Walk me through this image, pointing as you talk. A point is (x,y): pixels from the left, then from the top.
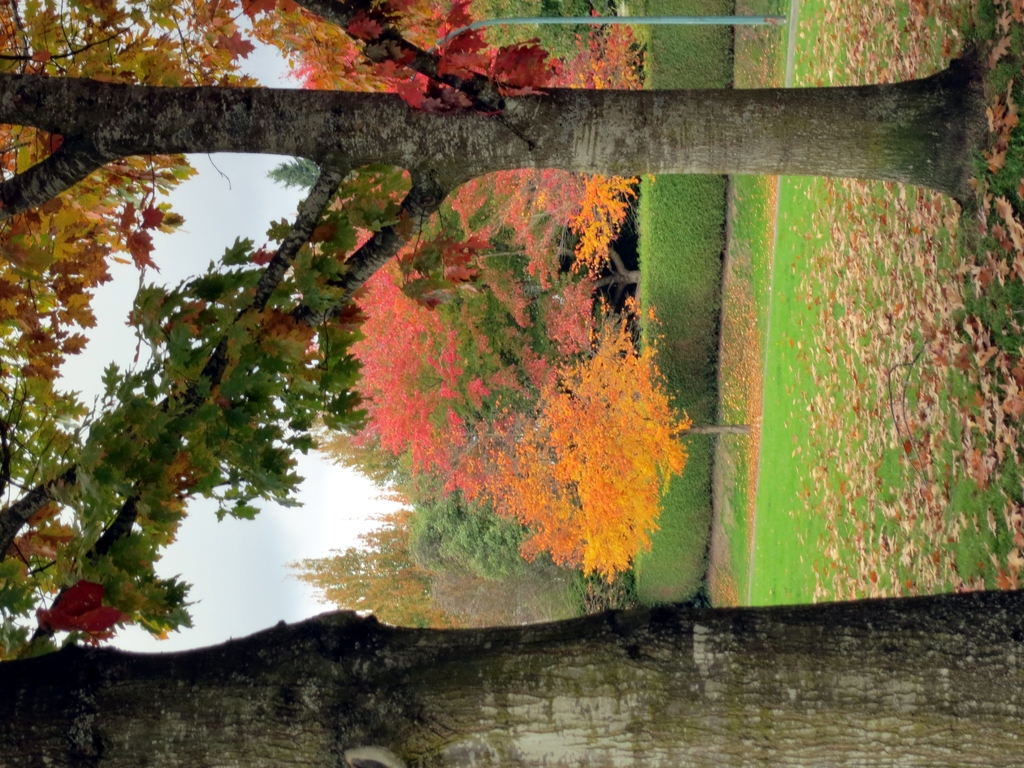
In this image we can see sky (222,187), trees (322,120), fallen leaves (910,285), ground (753,265) and bushes (708,383).
